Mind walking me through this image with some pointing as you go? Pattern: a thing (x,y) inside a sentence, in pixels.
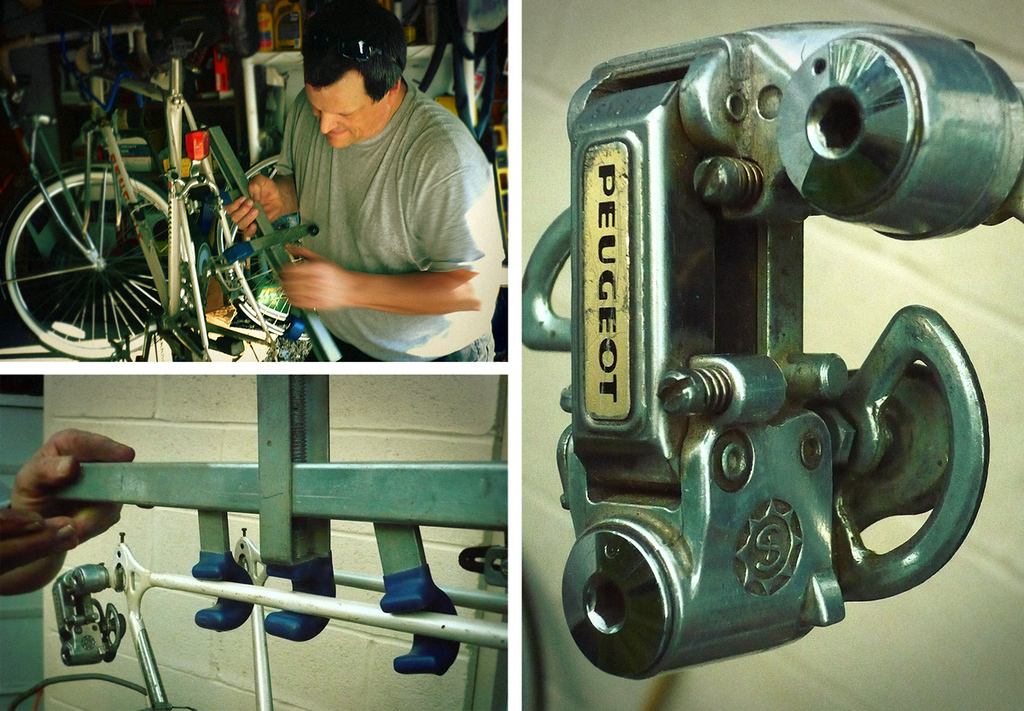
In this image I can see the collage picture in which I can see a person (407,306) wearing grey colored t shirt (386,195) is holding a green colored object (300,234) in his hands (263,184). I can see a bicycle (102,166) in front of him which is white in color and few other objects (218,89) in the background (283,68). I can see the green colored object (716,255) and the white colored wall (432,411).
